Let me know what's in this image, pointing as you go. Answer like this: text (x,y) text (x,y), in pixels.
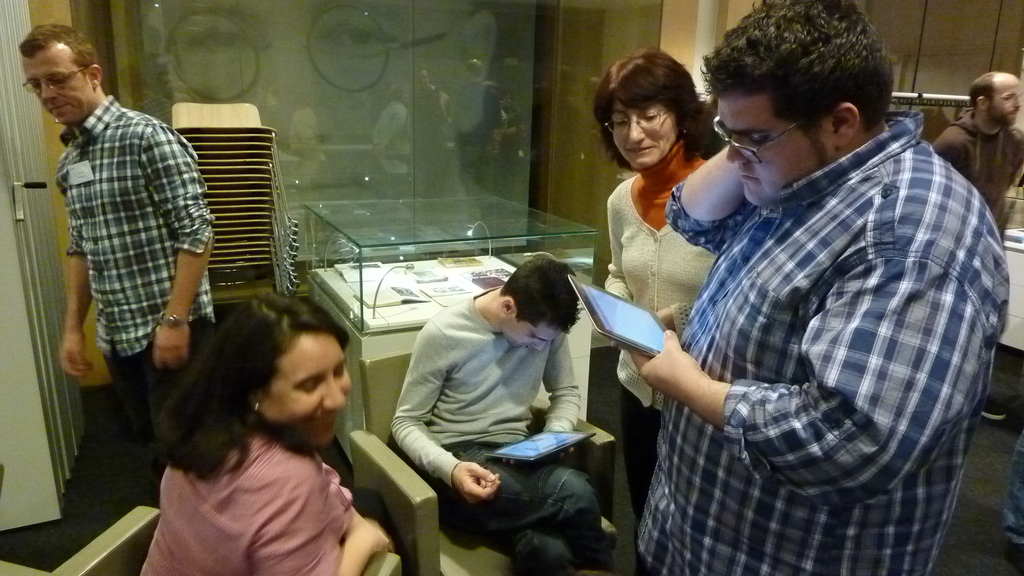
In this image, I can see two persons (334,520) sitting on the chairs (378,489) and four persons (893,183) standing. In the background (247,278), I can see chairs (233,223), a glass door (391,181) and books (382,303) in a glass box (385,222). On the left side of the image (36,254), It looks like a door (44,281).
